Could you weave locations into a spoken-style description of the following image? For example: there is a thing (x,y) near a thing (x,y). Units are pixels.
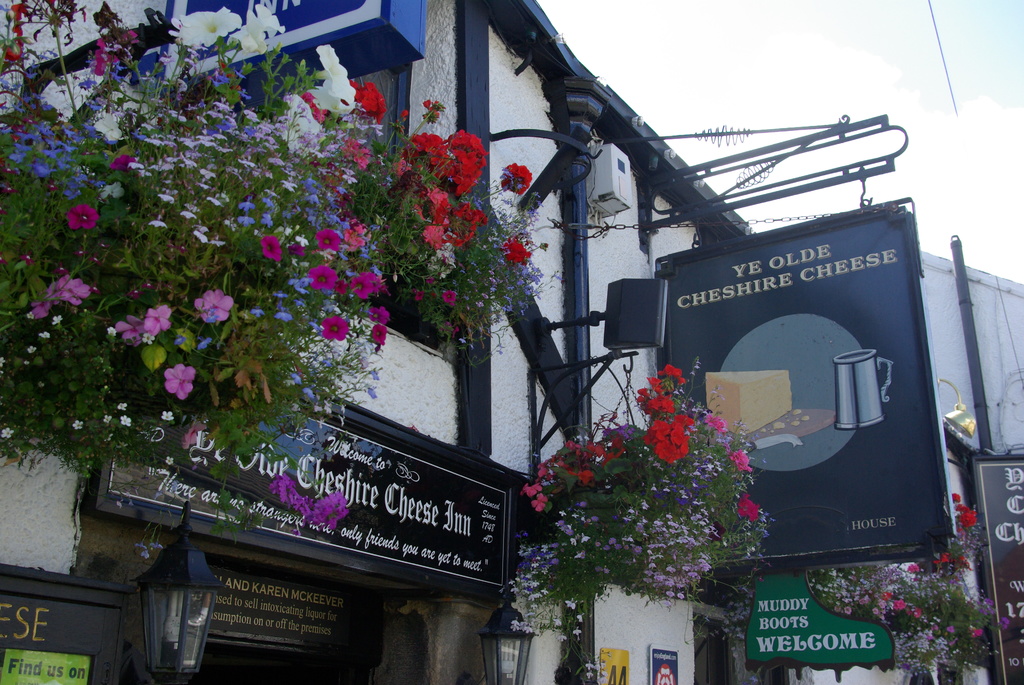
In this picture we can see the buildings (605,397). On the right (871,340) we can see the posters (871,340), boards (1006,494), advertisement board (994,501) and street light (970,414). On the left (248,184) we can see the different kind of flowers (323,243) in the plant (248,262). At the bottom (314,682) there is a door (298,668). In the top right (958,48) we can see sky (811,27) and clouds (598,22).
